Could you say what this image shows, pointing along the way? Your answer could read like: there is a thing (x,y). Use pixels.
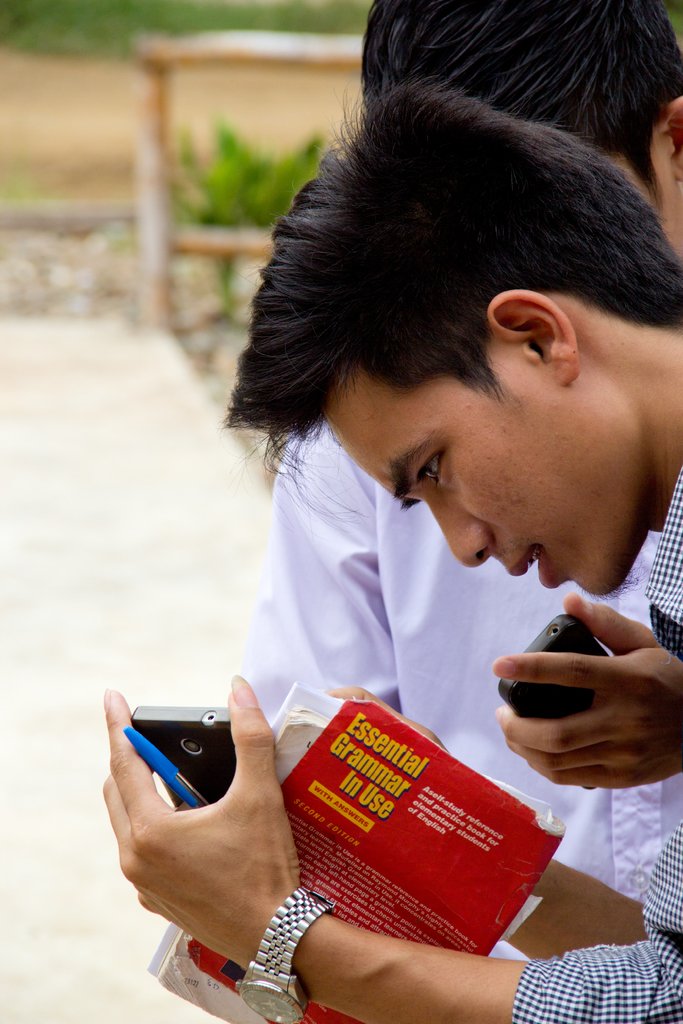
In this image i can see two persons (505,466) holding book (363,798) and a mobile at the back ground (163,118) i can see small plant (242,180), a wooden pole (159,118) and a road (171,687).
